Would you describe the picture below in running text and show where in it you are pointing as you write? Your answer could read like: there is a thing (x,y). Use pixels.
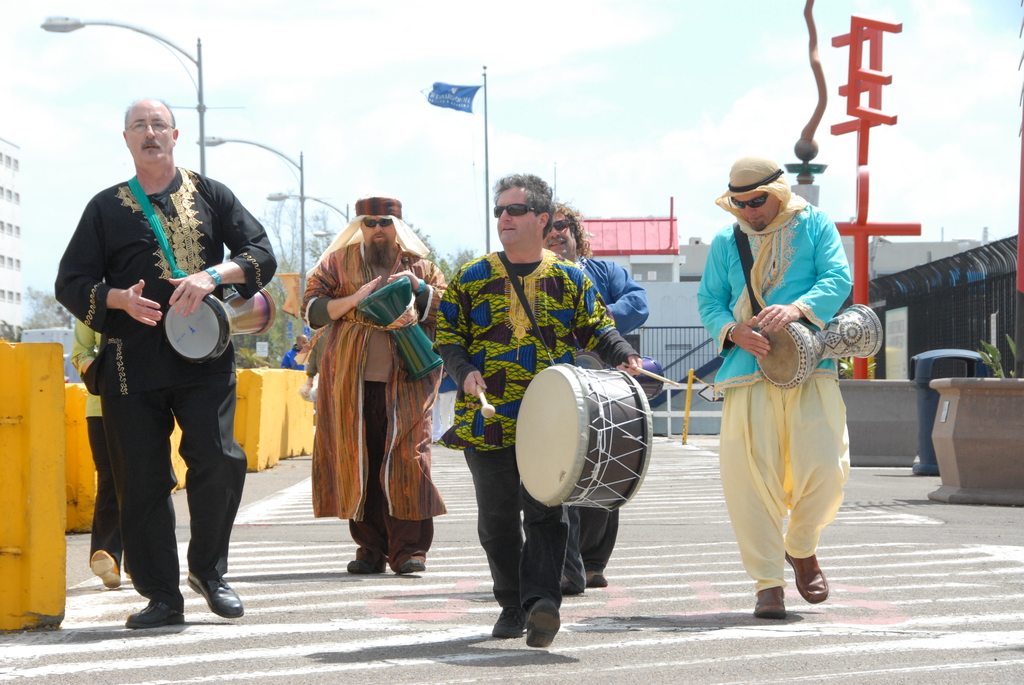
In this image i can see five man (593,317) walking on road (479,599) playing the musical instrument (204,330) at the back ground (256,67) i can see a light pole (201,89), building (15,214), and a sky (42,68), a tree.
